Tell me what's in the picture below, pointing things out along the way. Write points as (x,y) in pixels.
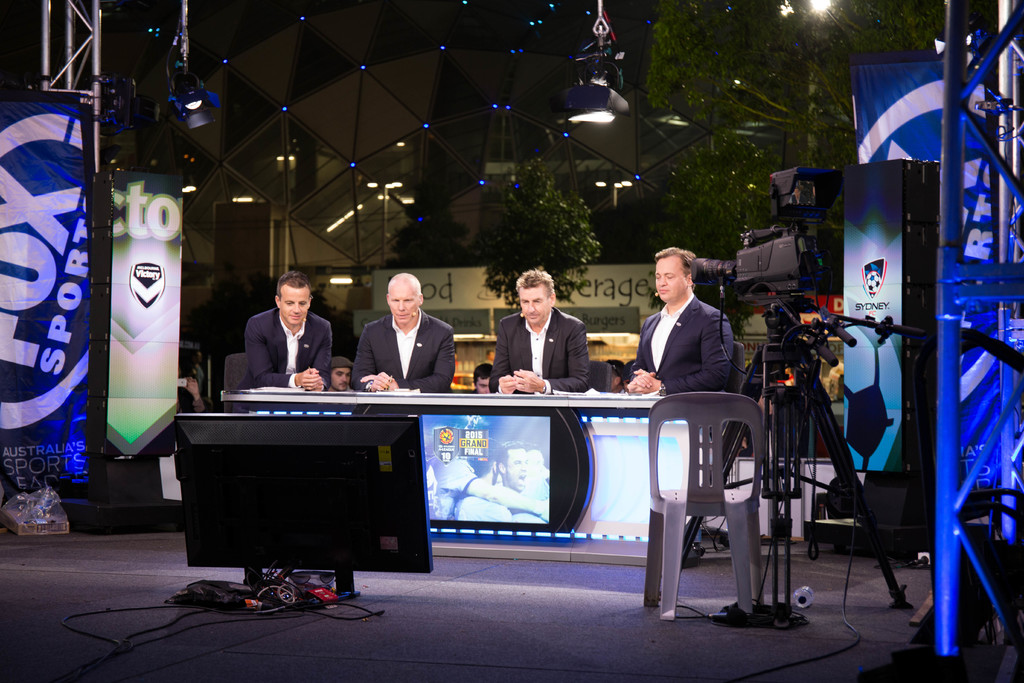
In this image I can see four people (525,366) sitting in-front of the building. These people (425,372) are wearing the blazers (425,351). I can see a system (331,514) in-front of these people (435,384). To the side of these people (446,378) I can see many banners (891,237) and the camera (764,373). In the background (490,310) I can see few more people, trees (761,198), building (483,196) and the lights (581,122).
